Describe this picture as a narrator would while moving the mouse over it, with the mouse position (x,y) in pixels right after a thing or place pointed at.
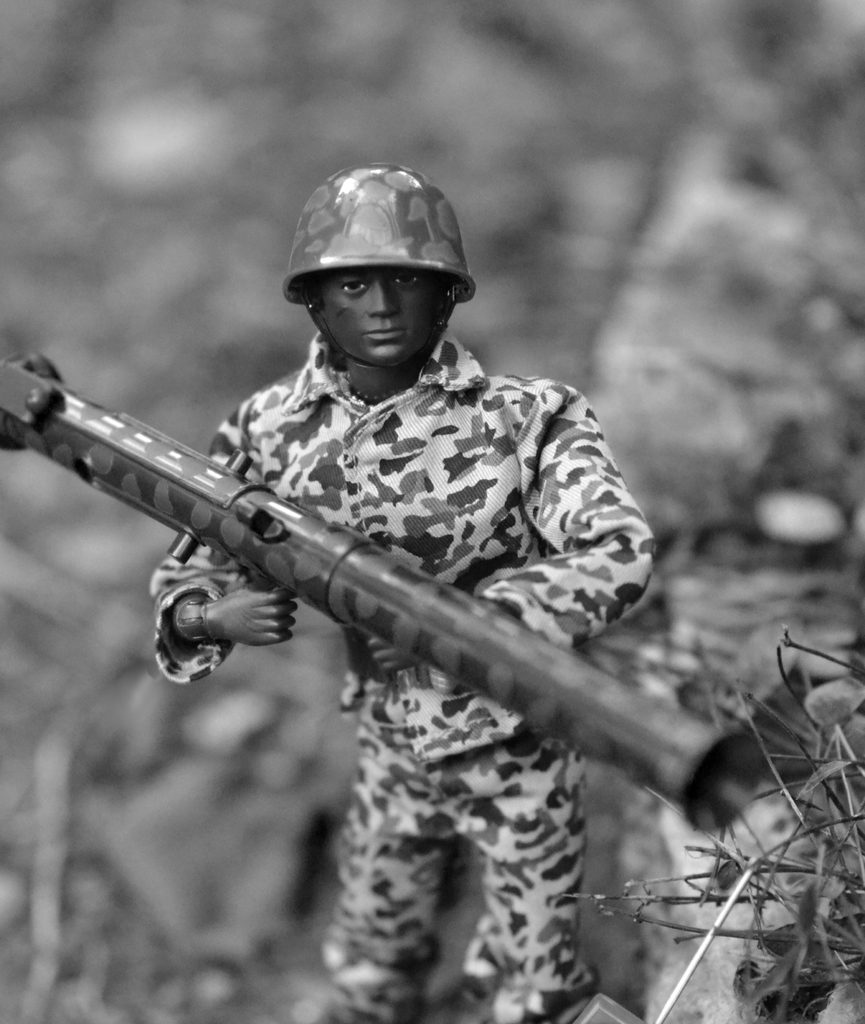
In this image we can see a black and white picture of a doll (350,339) holding gun (477,645) in its hand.
